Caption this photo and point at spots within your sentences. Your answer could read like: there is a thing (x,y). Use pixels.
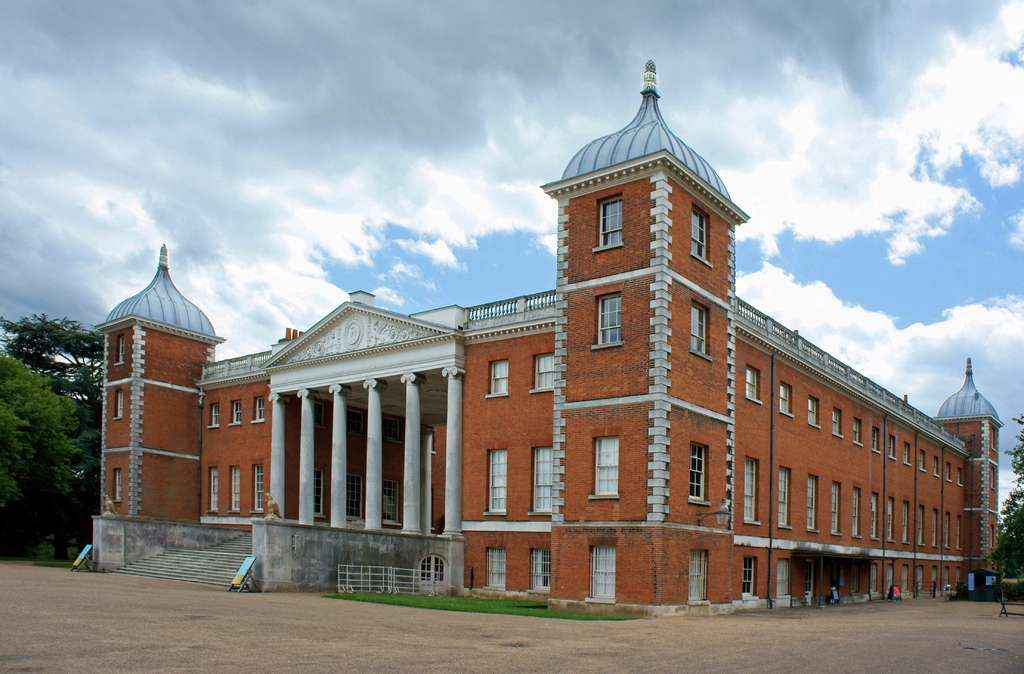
There is a building (555,451) which is in brick color and there are trees (64,433) on either sides of it and the sky (362,108) is cloudy.
